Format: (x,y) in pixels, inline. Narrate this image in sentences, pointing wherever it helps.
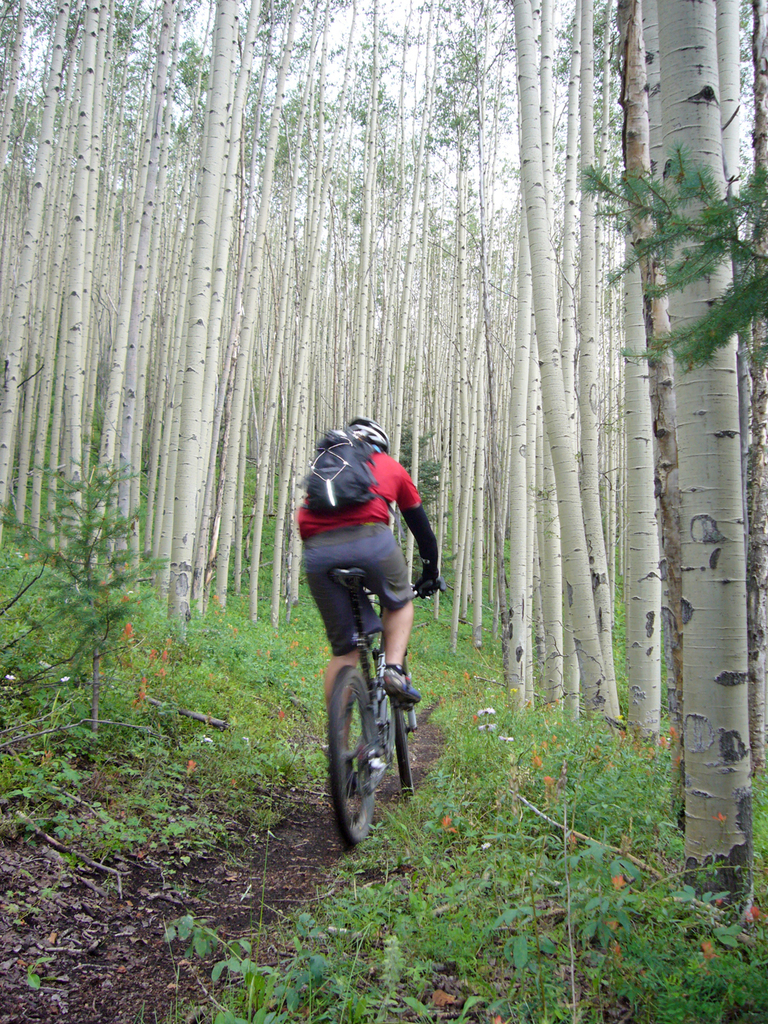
This picture consists of a person (376,577) cycling in a forest (439,199) full of trees (155,409) and plants (109,503) with a back pack (340,479) on him.
